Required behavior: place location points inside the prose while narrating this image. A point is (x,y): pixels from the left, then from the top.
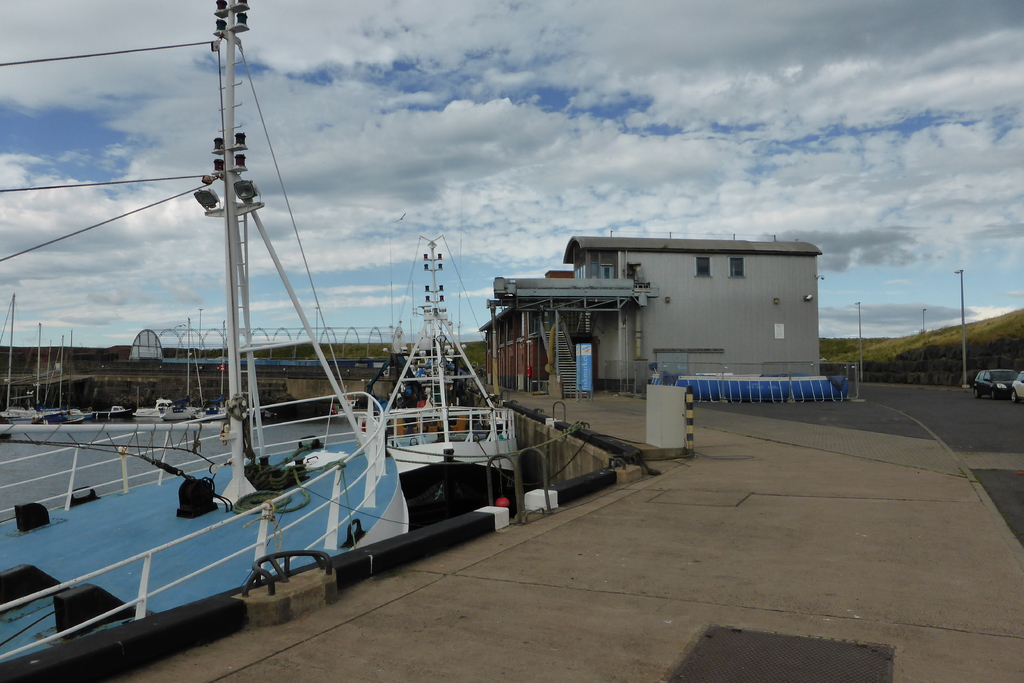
In this image on the water body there are boats (343,489). In the background (624,280) there is building (612,321). On the road (964,402) two cars (1001,382) are parked. These are street lights (963,388). The sky (897,324) is cloudy.
